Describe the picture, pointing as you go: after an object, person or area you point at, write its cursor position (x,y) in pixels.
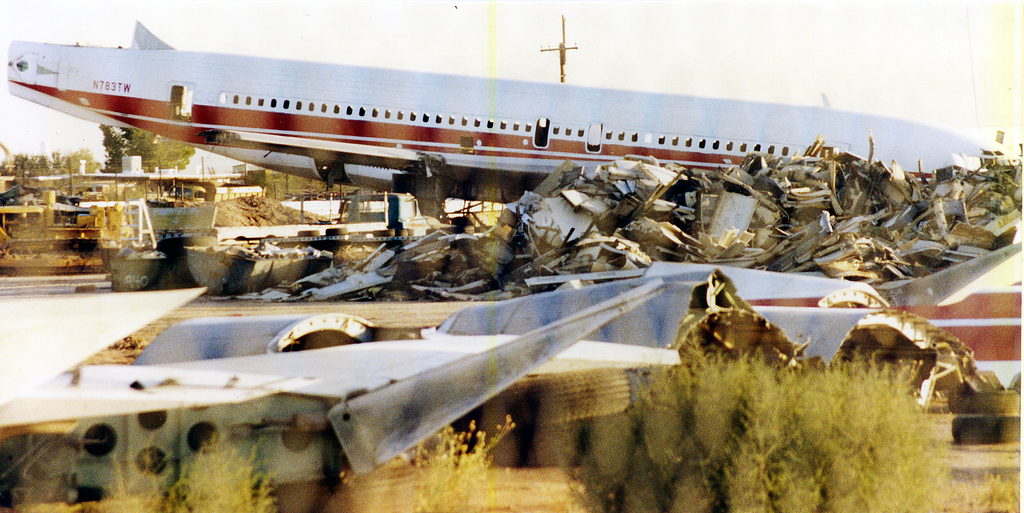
In the picture we can see the scrap (623,405) of the aircrafts (993,260) and behind it, we can see the trees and the sky (462,8).
